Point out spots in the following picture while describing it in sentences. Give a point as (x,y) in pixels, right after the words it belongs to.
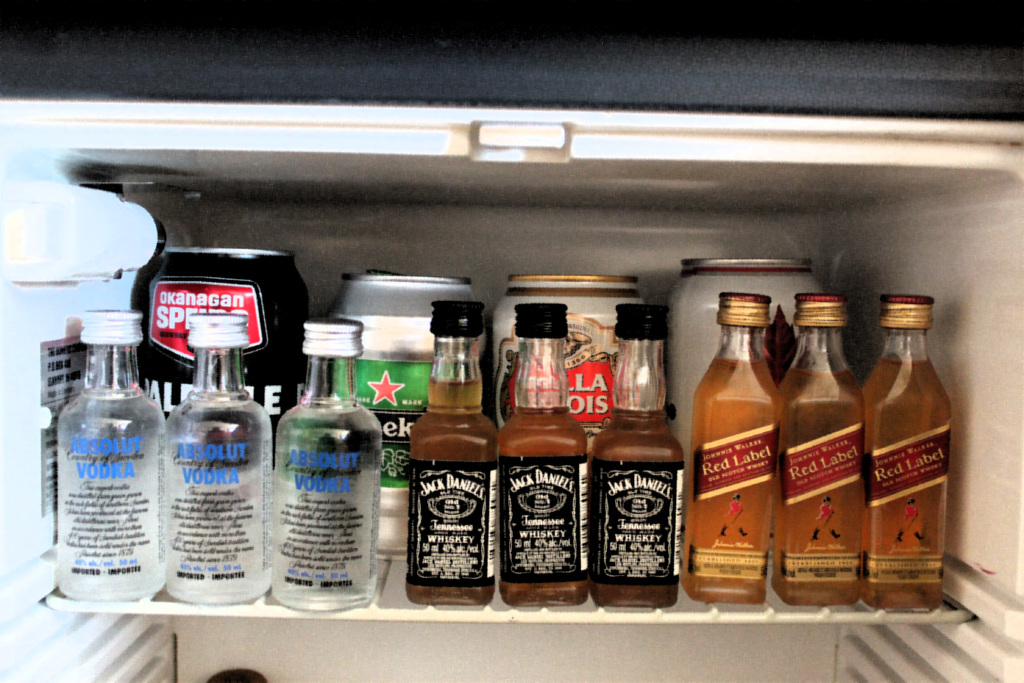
Here at the left (181,555) we have some white bottles (108,467) which are vodka bottles (165,516), here the name (304,467) is present i. e. absolut vodka. At the center (486,415) we have whisky or alcohol bottles (577,503), also here we have some bottles (884,510) may be alcohol bottles (783,514) and here the company name (745,469) is red label and here we have company name (624,495) Jack Daniel and at the background (307,311) there are some cans (601,311) present and it seems like a refrigerator (151,196).
